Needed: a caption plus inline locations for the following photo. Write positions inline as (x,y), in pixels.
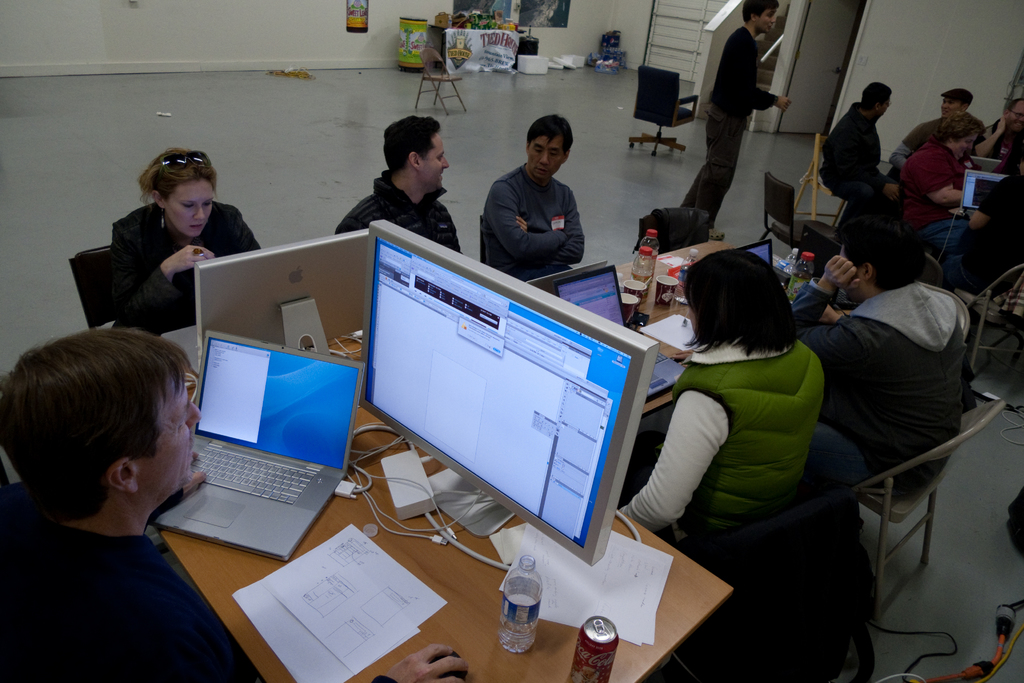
In this image I can see group of people (761,388) sitting on the chairs (884,505) and one person (727,123) is standing. In front of them there is a system (439,375), laptop (302,417), bottle (528,580), tin (587,646), papers (389,621). At the background (503,52) there is a banner (478,53), boards (523,7) attached to the wall (238,52).
